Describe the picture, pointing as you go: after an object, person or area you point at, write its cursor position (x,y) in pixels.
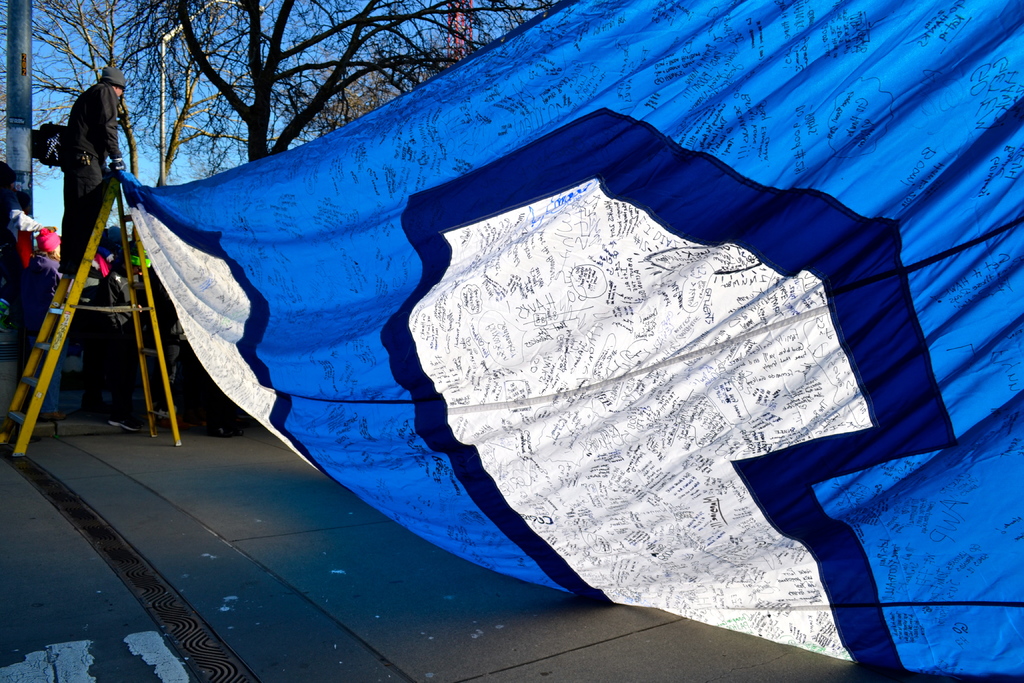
In the image we can see there is a person (82,214) standing on the ladder (142,262) and he is holding a cloth (614,300) in his hand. There are writings (652,398) on the cloth (707,270) and behind there is a tree (311,42). There is an iron pole (16,86) and there are other people (42,272) standing on the ground (100,477).
